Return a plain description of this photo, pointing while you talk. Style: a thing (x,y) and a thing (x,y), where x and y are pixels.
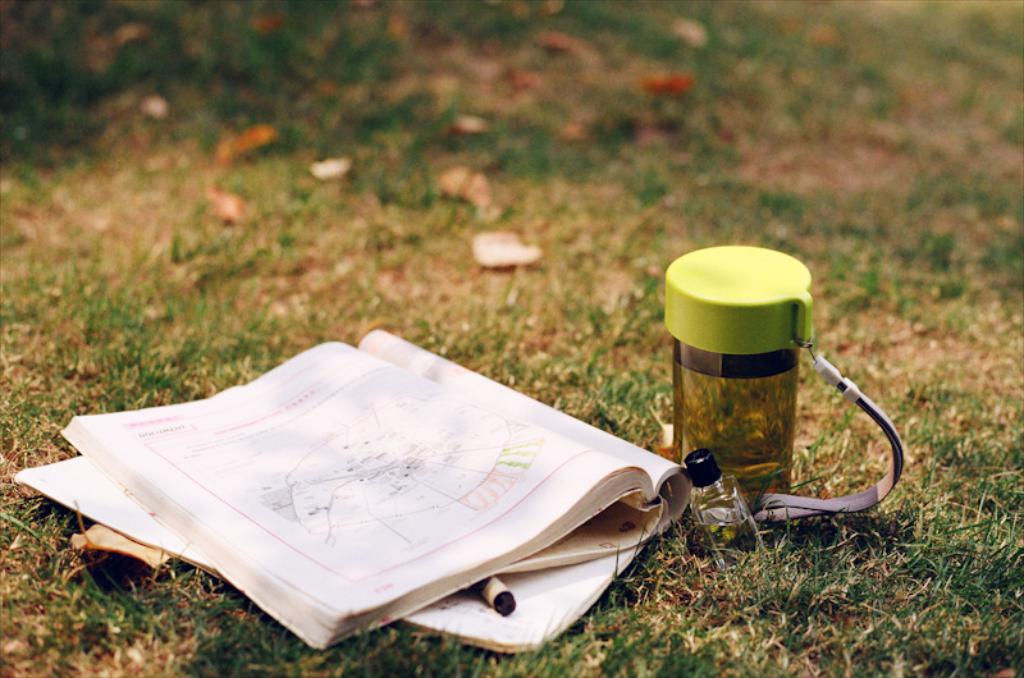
This picture contains a book (490,571) and a water bottle (708,439) which is placed on the ground (420,271). In front of the picture, we even see grass (852,613).
